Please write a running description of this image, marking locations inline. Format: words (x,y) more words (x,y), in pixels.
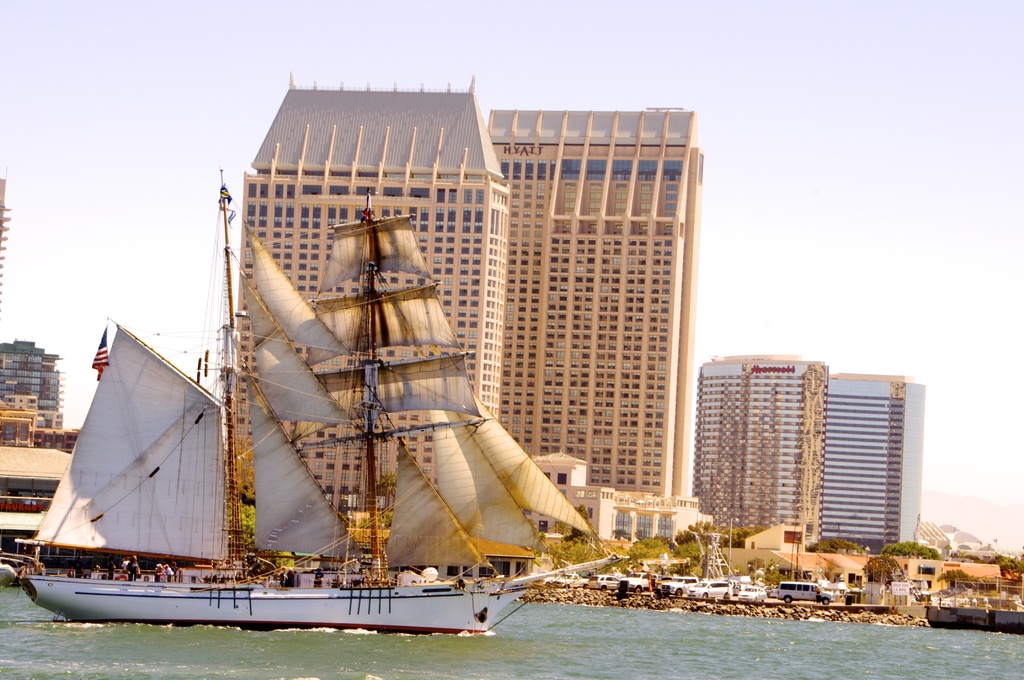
In this image I can see water (481,641) in the front (844,632) and on it I can see a ship (416,296). In the background (36,467) I can see number of vehicles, number of trees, number of buildings (509,333) and the sky (772,94).
